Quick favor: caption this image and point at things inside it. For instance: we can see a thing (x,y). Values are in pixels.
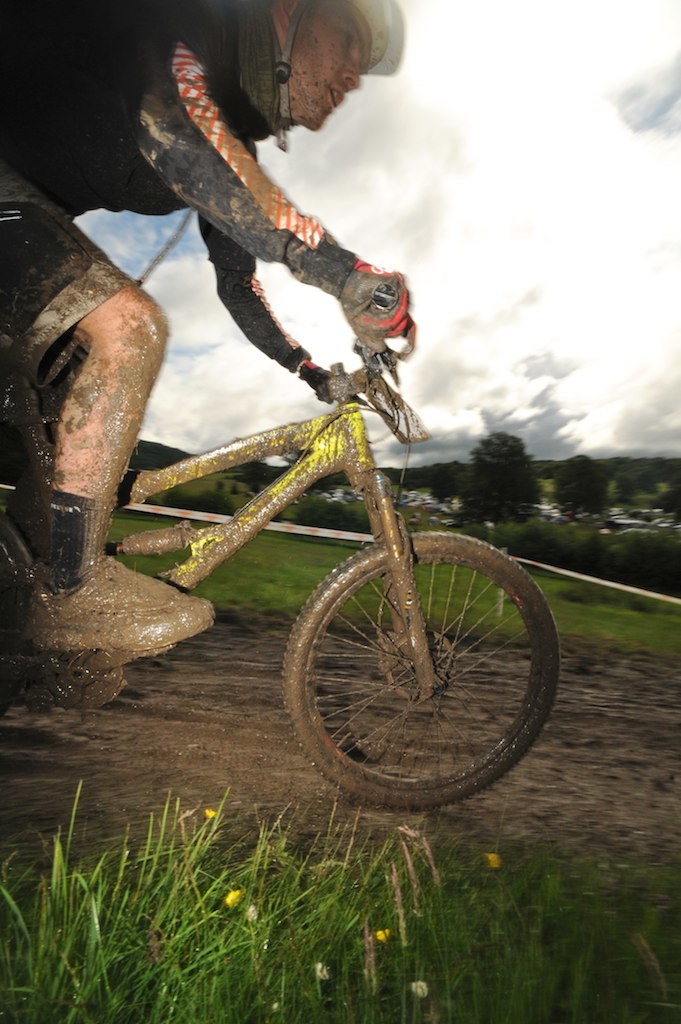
In this image I see a man (158,321) who is on a cycle (13,523) and he is riding on the mud (643,807), I can also see grass (676,952) over here. In the background (642,554) I see the trees (678,494) and the sky (259,262). I can also see he is wearing a helmet (288,31).
